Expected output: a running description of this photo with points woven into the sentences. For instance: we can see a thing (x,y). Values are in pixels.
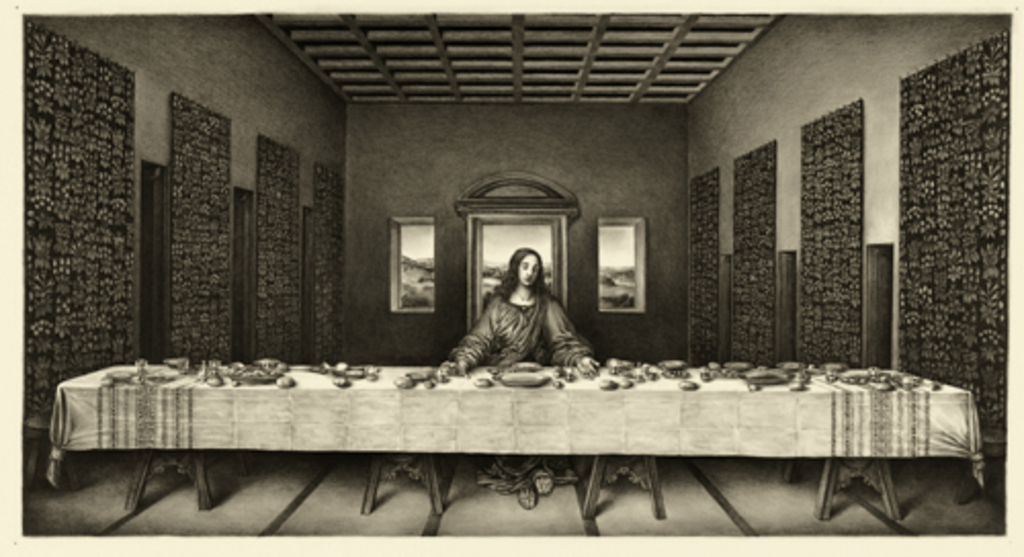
In this image I can see a photo (387,392) of a man (506,346) and a table (534,399). On the table (431,399) I can see some objects (526,377). Here I can see ceiling (583,88) and wall (882,241). This picture is black and white in color.
